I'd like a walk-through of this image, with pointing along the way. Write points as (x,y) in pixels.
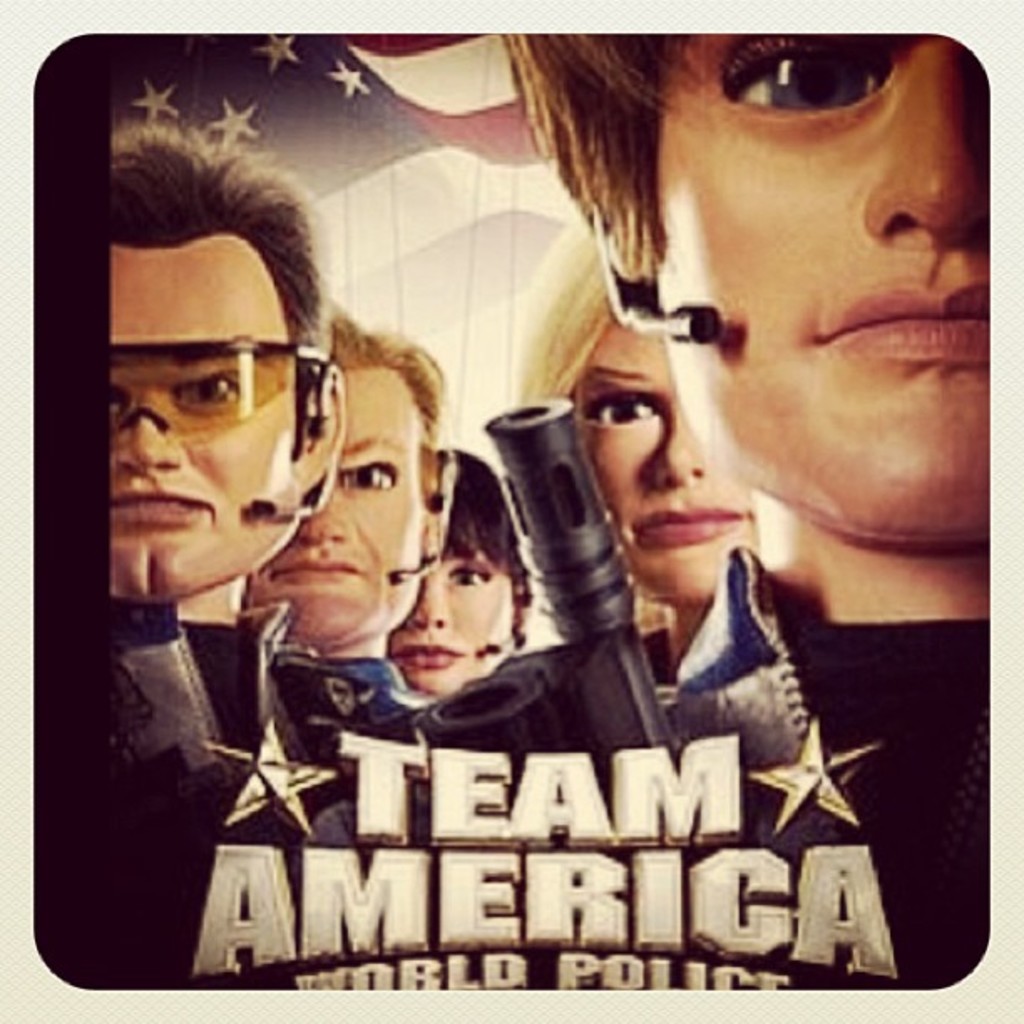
In this picture I can see the text (537,828) at the bottom (536,802), in the middle (641,539) there are animated humans (607,295), in the background (469,165) there is the flag (476,322).
